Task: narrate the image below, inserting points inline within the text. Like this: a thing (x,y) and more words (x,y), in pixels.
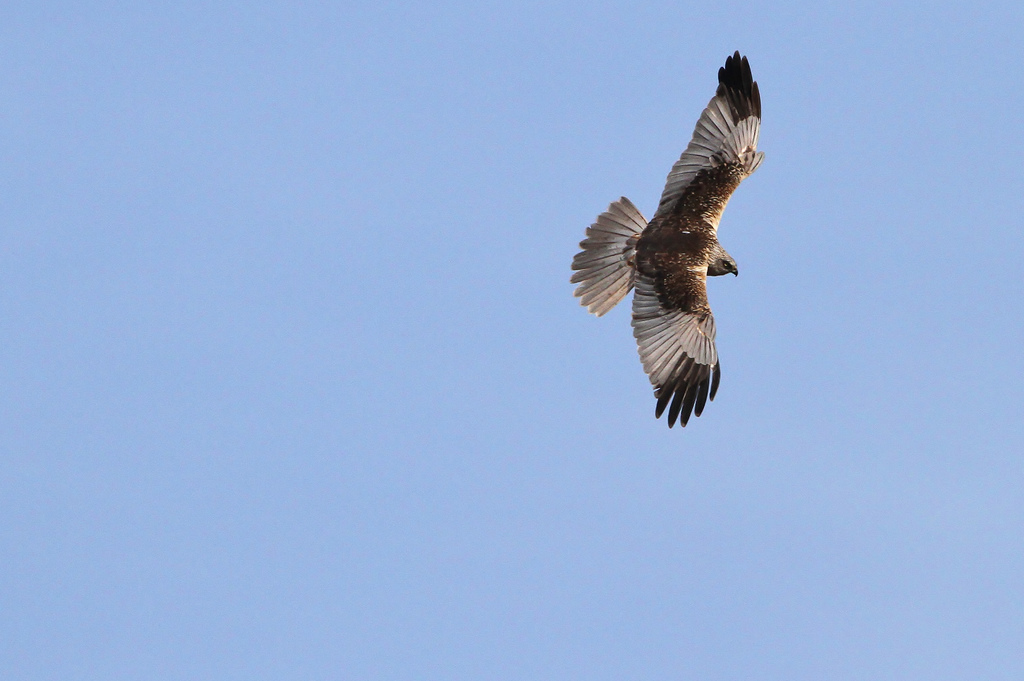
In this image, we can see a bird (627,293) is flying in the air (884,106). Background (799,178) there is a sky (284,274).
